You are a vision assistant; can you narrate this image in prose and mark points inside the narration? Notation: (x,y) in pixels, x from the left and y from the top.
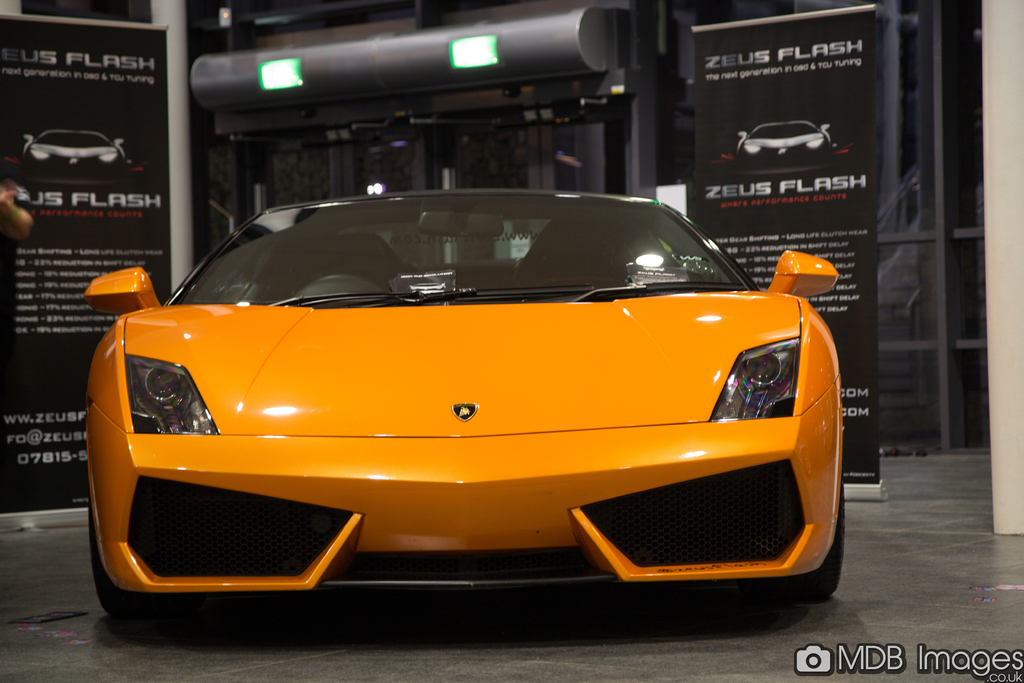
As we can see in the image there is a car (468,529), banners (84,244) and lights (300,67).
